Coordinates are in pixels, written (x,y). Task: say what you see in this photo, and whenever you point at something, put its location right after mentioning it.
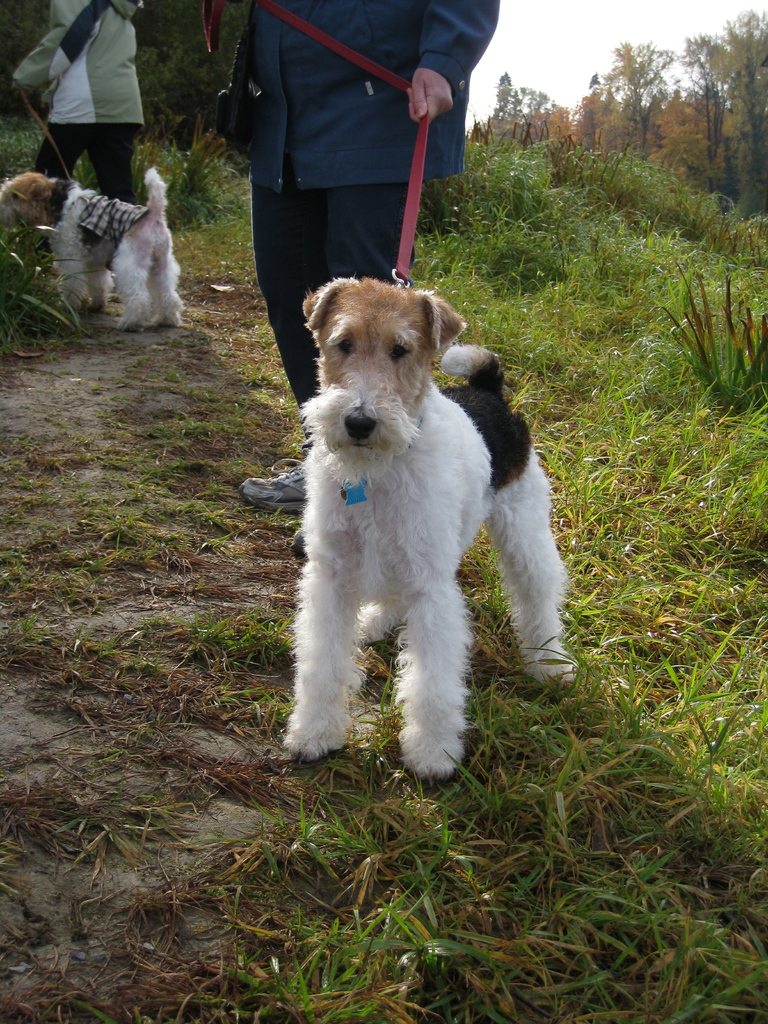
In this picture i could see a dog (391,361) hold by a person (366,56) with the tag (412,88) and in the back ground (641,226) there is a green colored trees (655,155) and grass (647,303) all around and to the left corner (68,232) i could see the other dog (96,192) hold by a person (86,59).
